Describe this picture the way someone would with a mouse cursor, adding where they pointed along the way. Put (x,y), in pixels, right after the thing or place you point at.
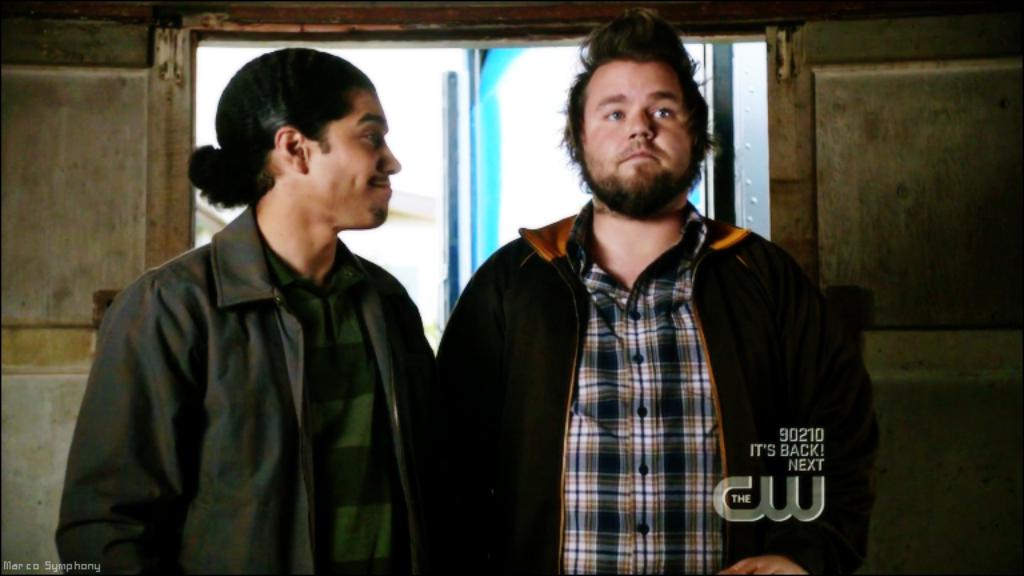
In this picture I can observe two persons (502,283). Both of them are wearing jackets (287,395). In the background (78,189) I can observe wall (78,170) and a window (504,211).
